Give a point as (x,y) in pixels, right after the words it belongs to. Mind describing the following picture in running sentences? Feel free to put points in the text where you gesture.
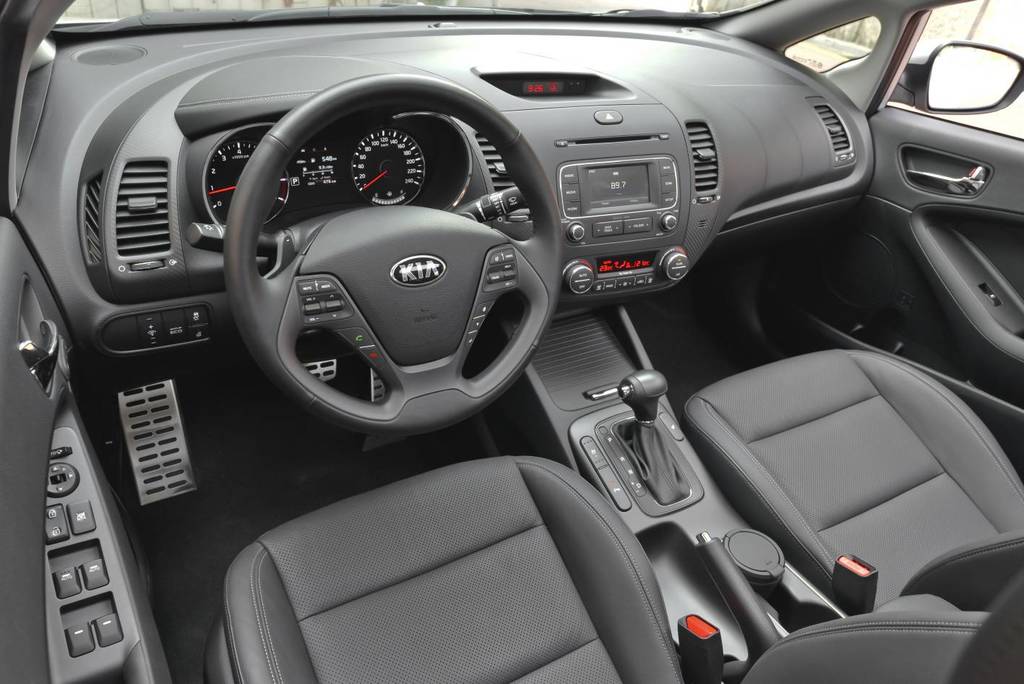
This is an inside view of a car (222,666), we can see the steering wheel (437,429), dashboard (829,133) and car seats (831,561). We can see the side mirror (939,92).
